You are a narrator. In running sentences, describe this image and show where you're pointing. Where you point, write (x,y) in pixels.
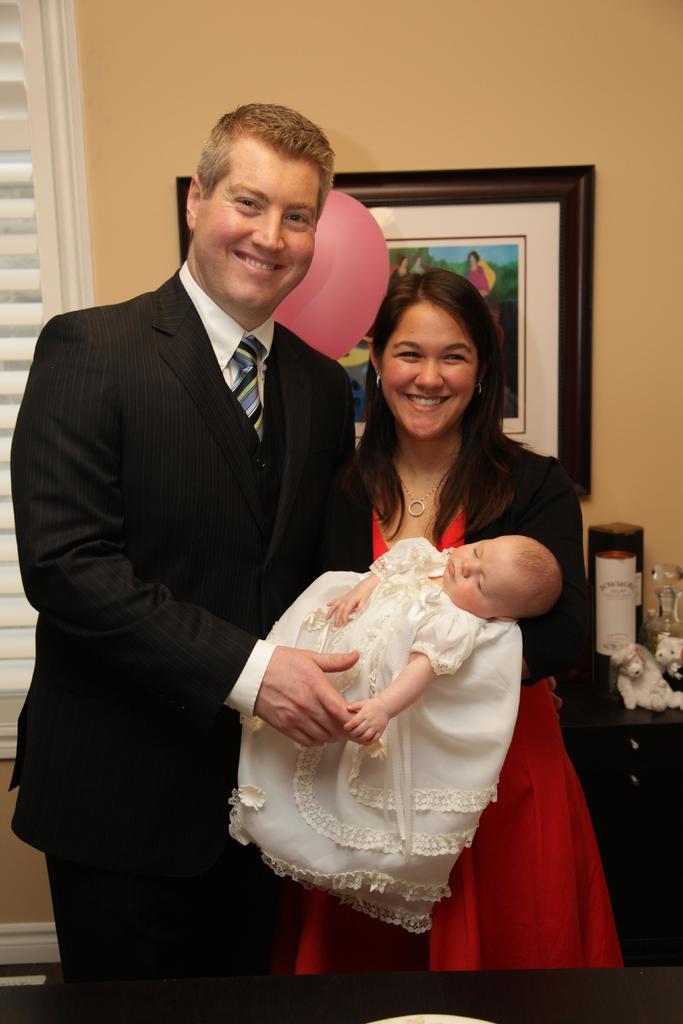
On the left side (186,583), there is a person (144,330) in a black color suit (147,388), smiling, holding a baby (509,571) with a hand (258,688) and standing. Beside this person (233,245), there is a woman (457,482) in a red color dress (577,912), smiling and standing. Behind this person (391,401), there is a pink colored balloon (353,211). In the background (400,260), there is a photo frame (494,257), there is a window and there are other objects (678,652).
